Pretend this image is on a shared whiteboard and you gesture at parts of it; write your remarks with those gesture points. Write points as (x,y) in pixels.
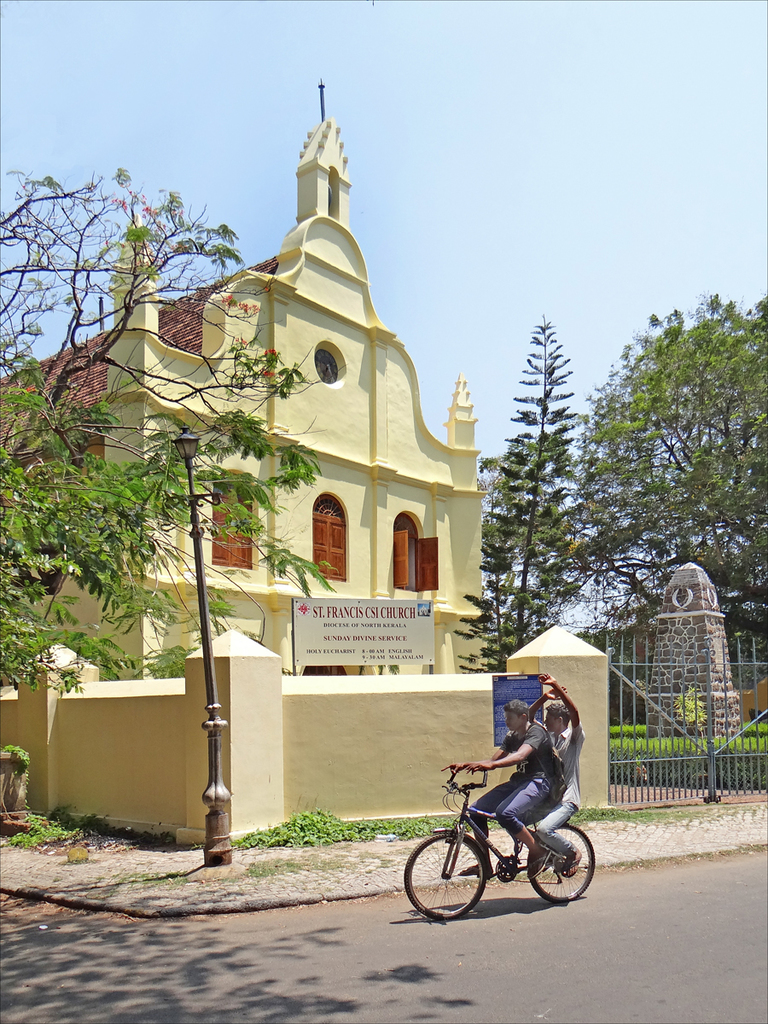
In the center of the image (298,509) we can see a building (336,527). On the right side of the image (676,674) we can see pillar (664,683), gate (713,737) and trees (533,476). On the left side of the image (214,760) we can see pole (224,815) and tree (69,375). At the bottom of the image (520,802) we can see persons (495,796) on cycle (482,874) and road (464,944). In the background (481,60) there is a sky (252,107).
